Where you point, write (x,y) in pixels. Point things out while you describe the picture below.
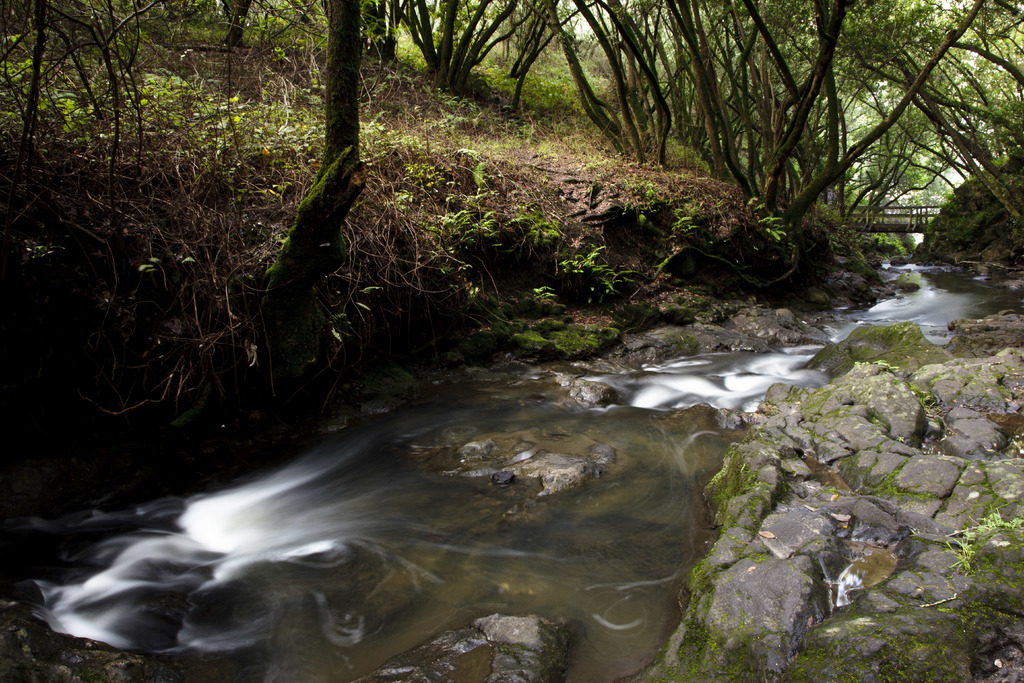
In this image I can see few trees (839,113), grass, water (333,642), few stones (803,489) and the bridge (889,224).
